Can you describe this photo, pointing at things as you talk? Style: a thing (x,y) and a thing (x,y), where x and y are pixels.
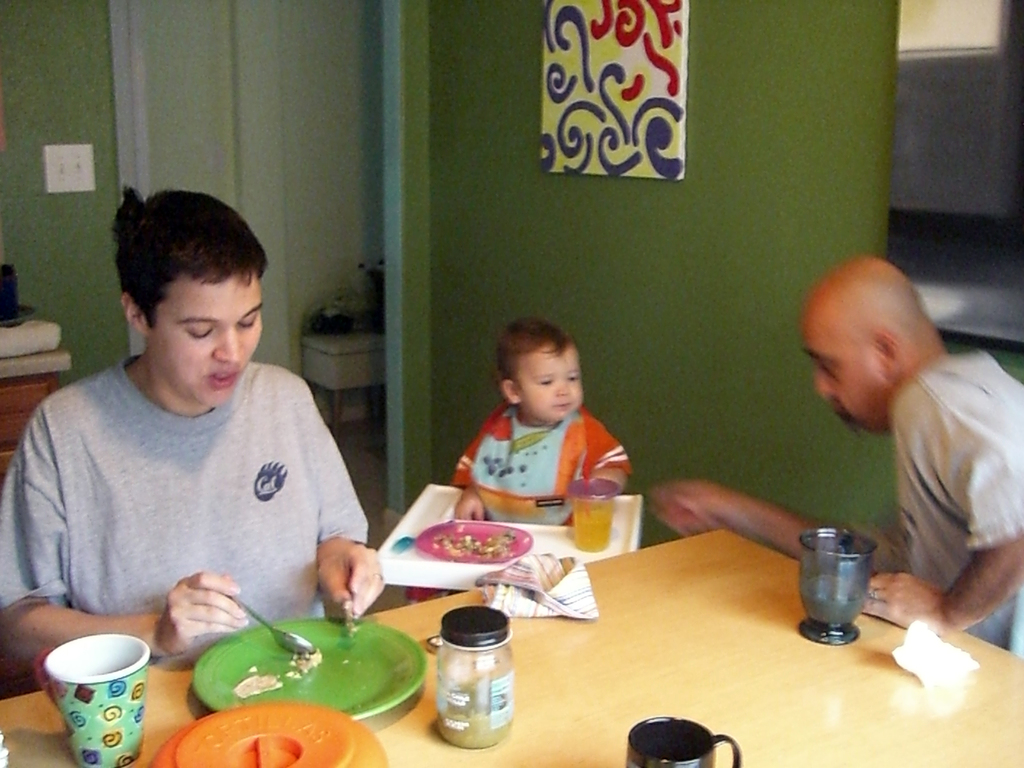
In this image there is a table (677,562), on that table (912,730) there is a plate (248,674), glass (109,690), bottle jars (493,684), cloth (585,596), around the table (633,556) there are two persons (909,584) and a kid (508,480) is sitting on chairs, in front of the kid (568,481) there is small table (632,513) on that table (430,566) there is a plate (504,539) and a glass (582,522), in the background (466,57) there is a wall (488,354) to that wall (425,343) there is a door (252,128).
